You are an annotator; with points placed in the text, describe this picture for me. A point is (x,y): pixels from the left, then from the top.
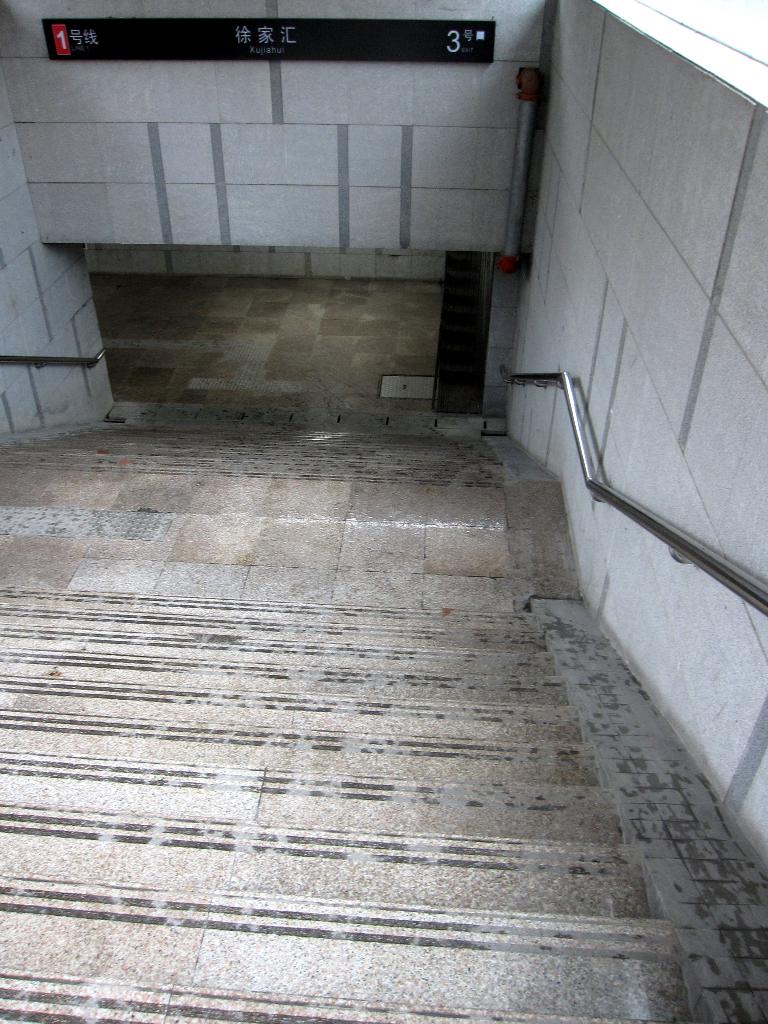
This image looks like subway (252,851). At the bottom (373,806), there are steps (189,605). To the right (758,598), there is a railing (676,535) attached to the wall (641,494). To the left (6,216) and right, there are walls (755,214). In the front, there is a board (293,55) fixed on the wall (449,8).
